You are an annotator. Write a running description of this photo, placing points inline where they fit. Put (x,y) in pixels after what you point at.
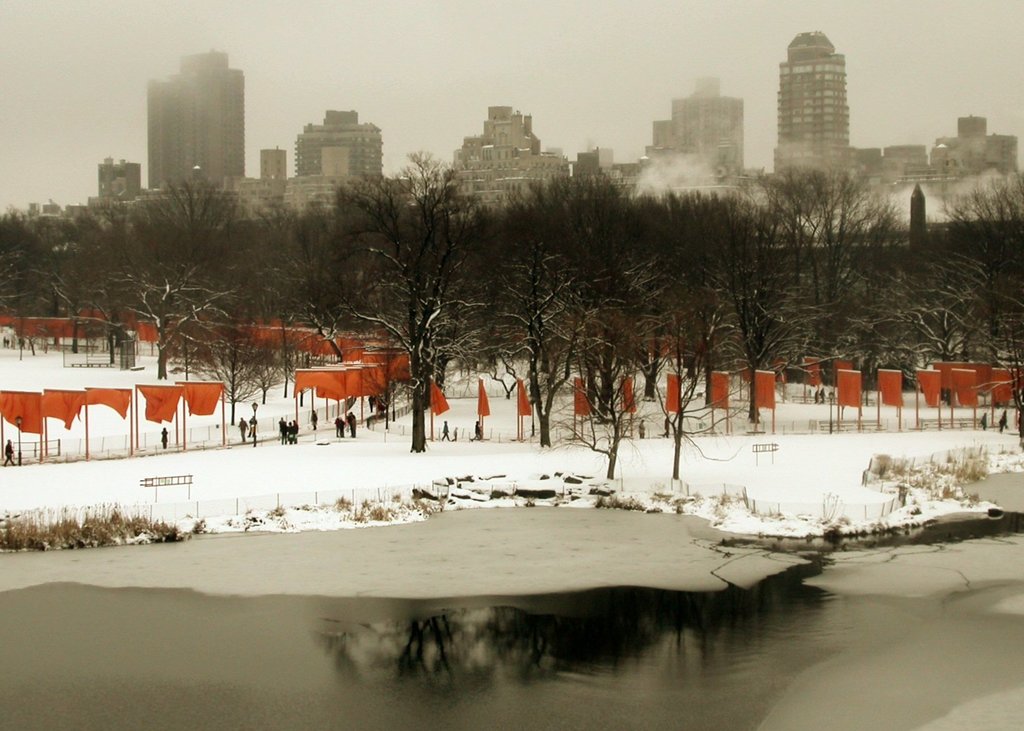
As we can see in the image, in the front (565,374) there are trees (446,338), some persons (164,432) walking and standing, water (397,622) and the road (370,435) is covered with snow (573,486). In the background (825,130) there are buildings (822,108). On the top (247,142) there is sky (480,53).
